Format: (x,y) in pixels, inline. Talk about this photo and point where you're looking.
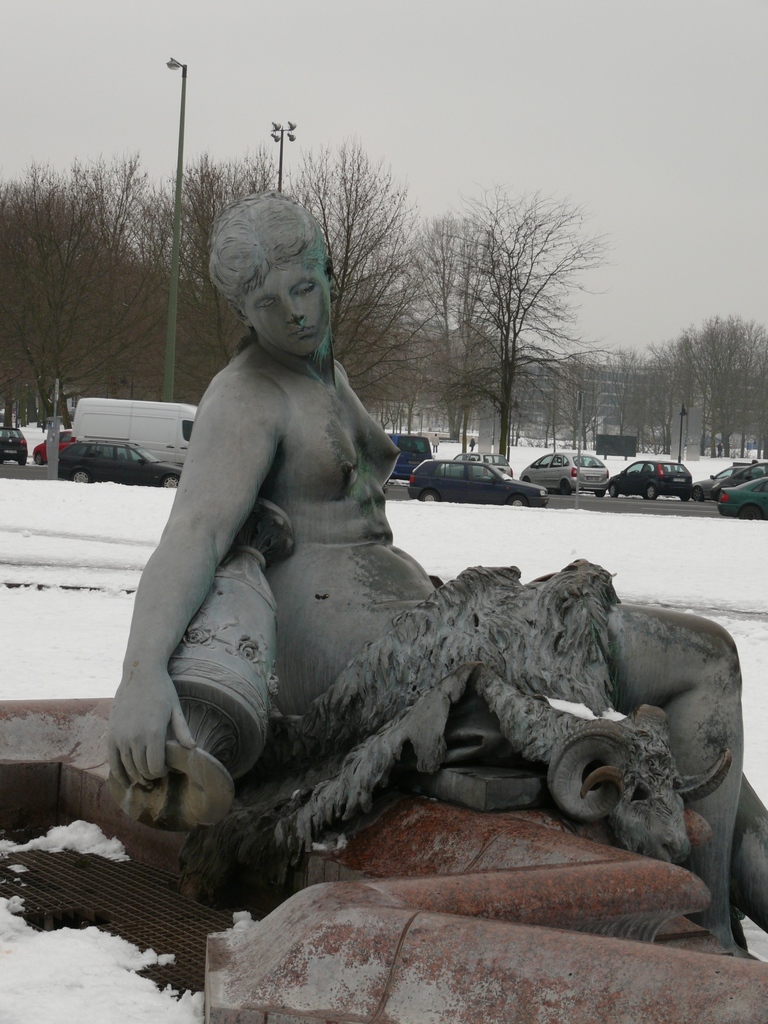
In front of the image there is a statue of a person (354,752) on the small wall (451,866). Behind the statue (375,478) on the ground (763,568) there is snow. And there are cars (725,473) on the road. Behind them there are trees (220,192). At the top of the image (444,121) there is sky (375,97).
